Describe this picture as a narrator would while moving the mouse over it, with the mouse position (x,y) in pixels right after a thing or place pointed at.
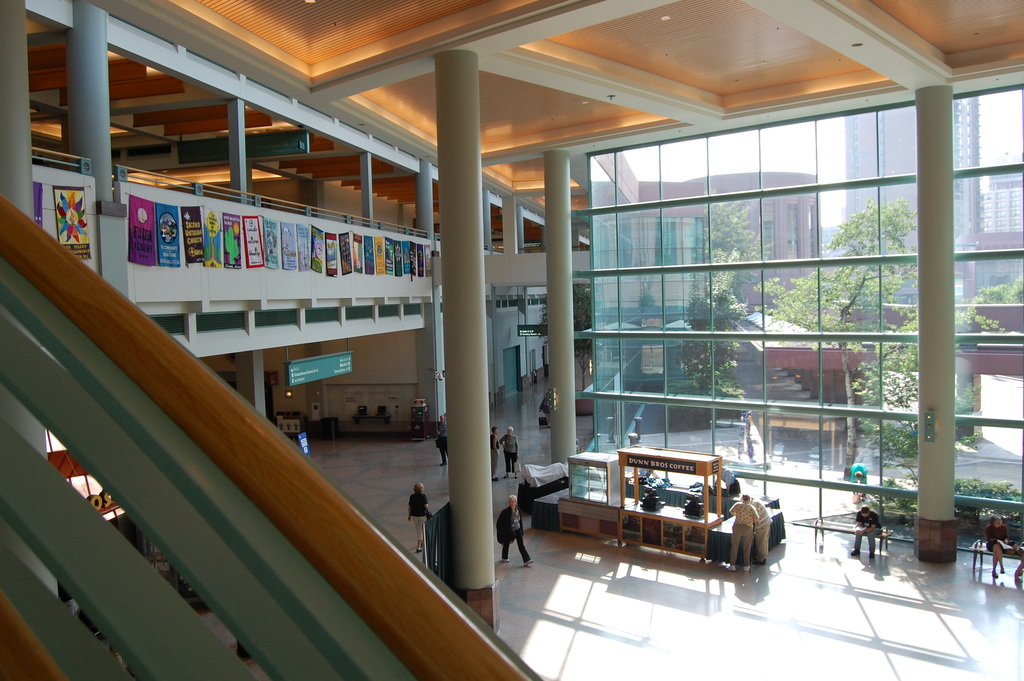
In this image we can see these people (995,571) are on the floor (964,557), here we can see the railing (355,592), pillars (476,603), banners (346,264), boards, glass windows (656,290) through which we can see the trees (975,315) and the buildings (983,273).
